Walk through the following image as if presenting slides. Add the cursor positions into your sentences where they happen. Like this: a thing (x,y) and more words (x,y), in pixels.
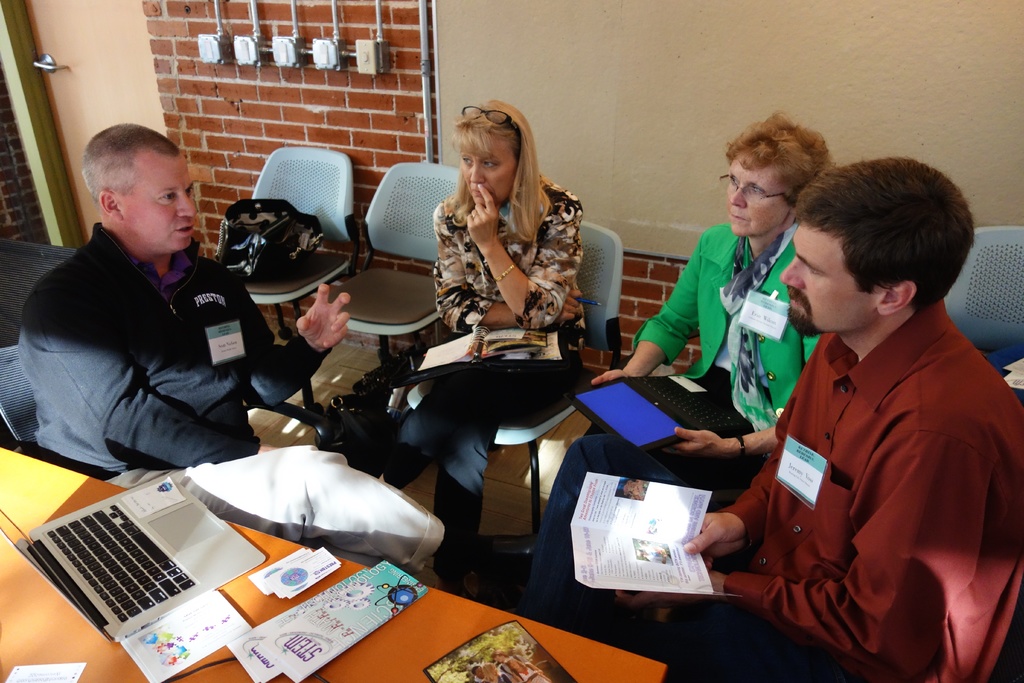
In this picture there is a table (444,644) at the bottom side of the image (334,571), on which there is a laptop (131,580) and pamphlets (388,580) and there are people (821,399) those who are sitting in the center of the image (584,263), on chairs (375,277), by holding books (599,519) and a tablet (584,399), there are chairs (423,207) in the image and there is a door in the background area of the image (68,86).
